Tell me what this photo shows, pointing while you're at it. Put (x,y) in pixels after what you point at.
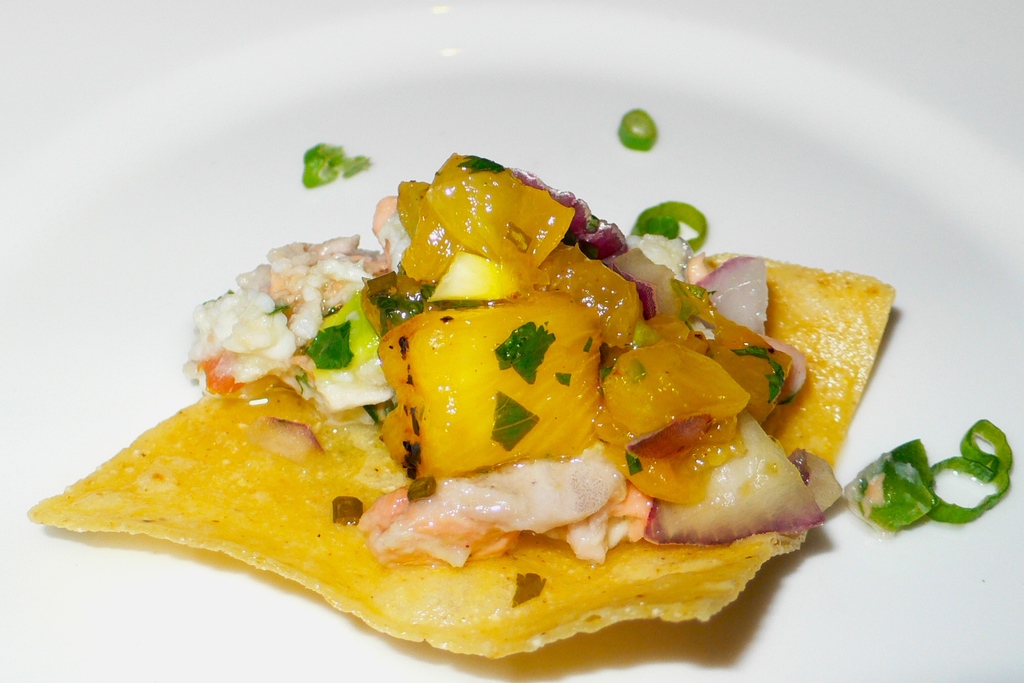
In this picture we can see some food items (250,382) on a white object (139,421).
